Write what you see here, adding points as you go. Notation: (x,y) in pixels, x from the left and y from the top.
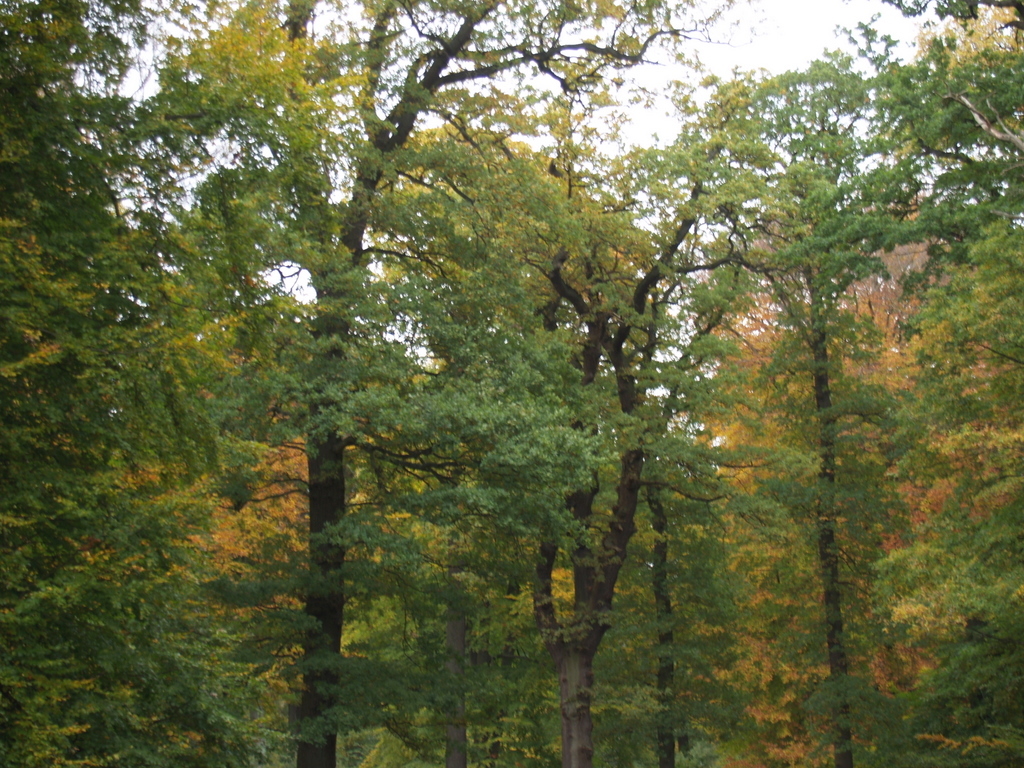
In this picture we can see there are trees (430,253) and the sky (755,44).
